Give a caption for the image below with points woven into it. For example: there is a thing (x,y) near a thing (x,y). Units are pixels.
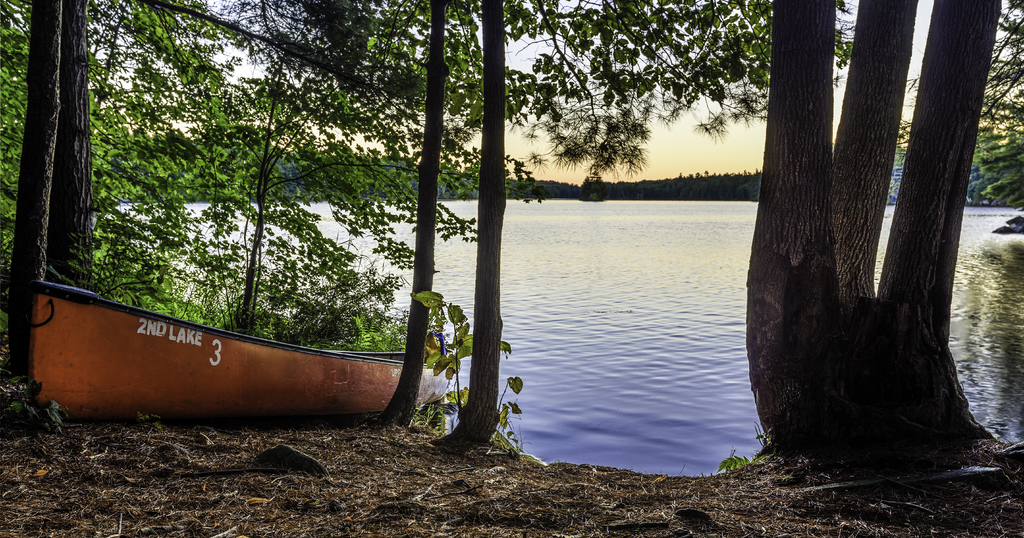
There is a boat (230,362) on the ground (664,506) on the left side (240,377) at the trees (67,157) and we can see trees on the right side (756,393). In the background (603,287) we can see water (629,237), trees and sky (689,149).
